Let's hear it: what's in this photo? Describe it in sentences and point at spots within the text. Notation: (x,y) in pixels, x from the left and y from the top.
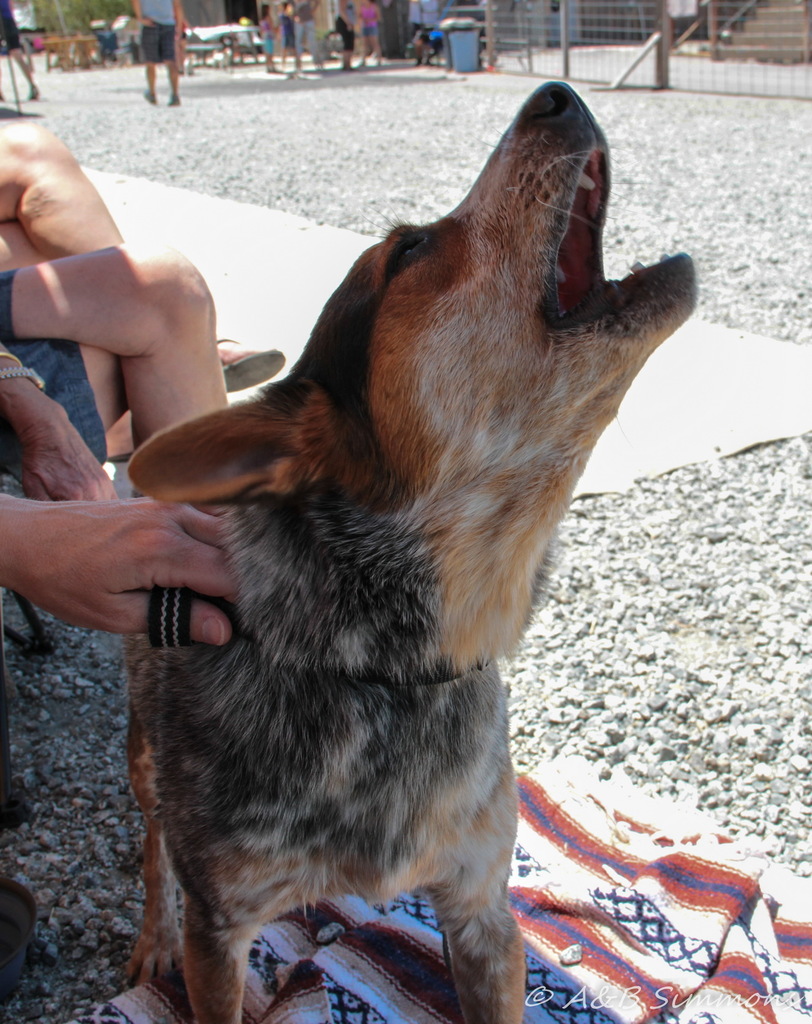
In this image, I can see a dog (348,681) standing. On the left side of the image (81,531), there are two people (72,365) sitting and a person's hand (91,573) holding a dog belt (154,601). At the bottom of the image (548,853), I can see a cloth (384,923) on the rocks (628,735) and there is the watermark (667,996). In the background (285,49), I can see few people (152,72) standing. There is a dustbin (473,52), fence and few other objects (229,52).
